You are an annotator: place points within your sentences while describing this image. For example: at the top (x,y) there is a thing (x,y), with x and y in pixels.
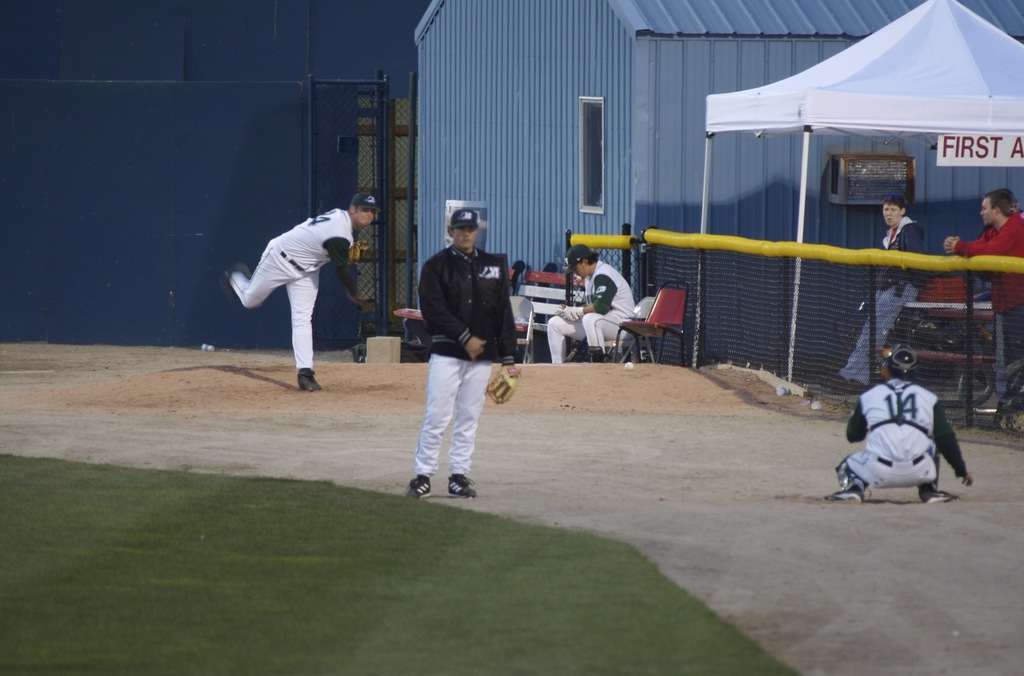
This image consists of some persons (270,287) who are playing. There are some persons (1020,349) standing on the right side (954,242). There is a net (752,367) on the right side (736,357).
